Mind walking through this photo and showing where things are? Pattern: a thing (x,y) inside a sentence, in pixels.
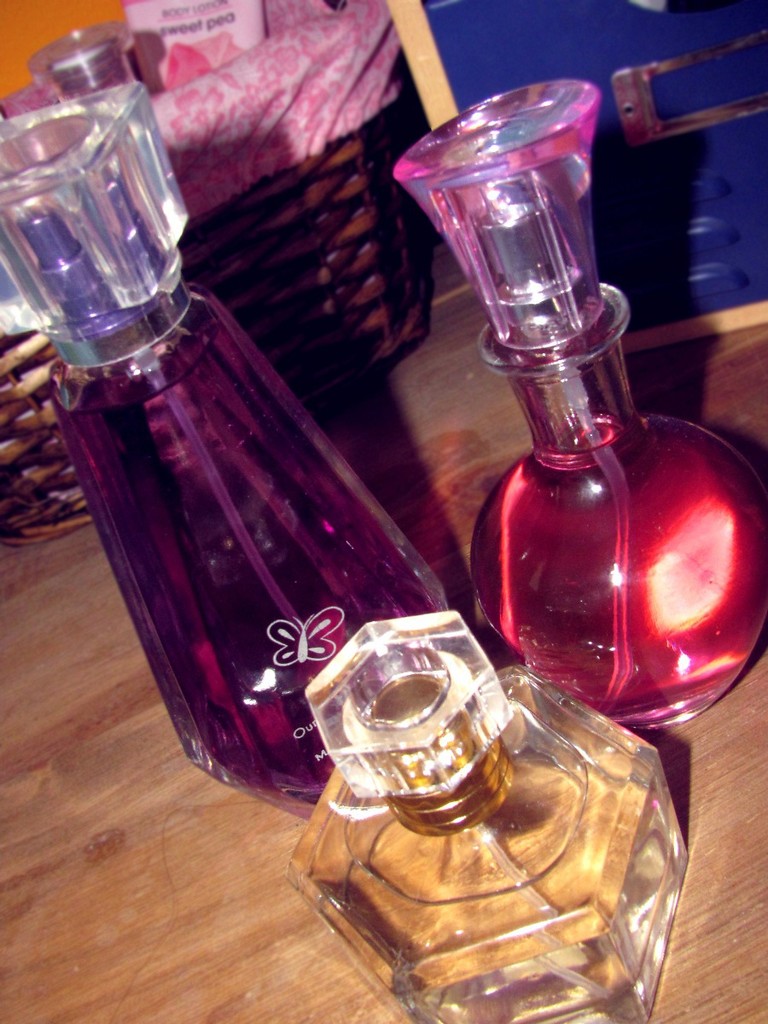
In this image there is a table (208,816) at the bottom (127,974). There are glass objects (424,635) in the foreground (328,778). There is a wooden basket (14,393) with objects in it on the left corner (17,350). And there is an object (749,156) on the right corner (579,12).
